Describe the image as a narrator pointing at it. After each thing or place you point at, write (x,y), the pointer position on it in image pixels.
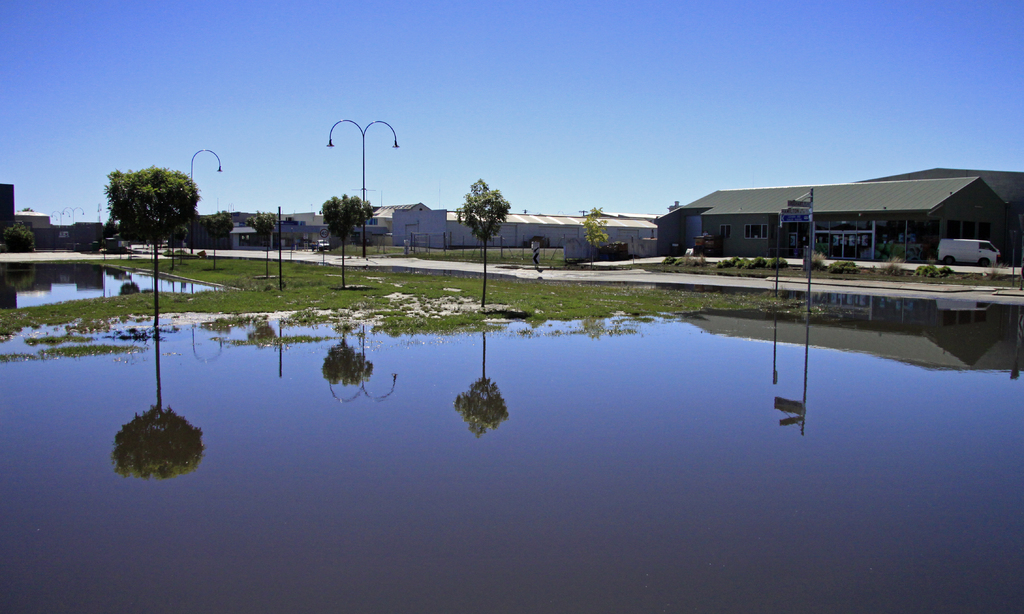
In this picture, we can see houses (285,243), poles (280,230), lights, ground (429,298) with grass (320,276), water (414,386), trees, and the sky (258,172), and we can see some reflections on the water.
